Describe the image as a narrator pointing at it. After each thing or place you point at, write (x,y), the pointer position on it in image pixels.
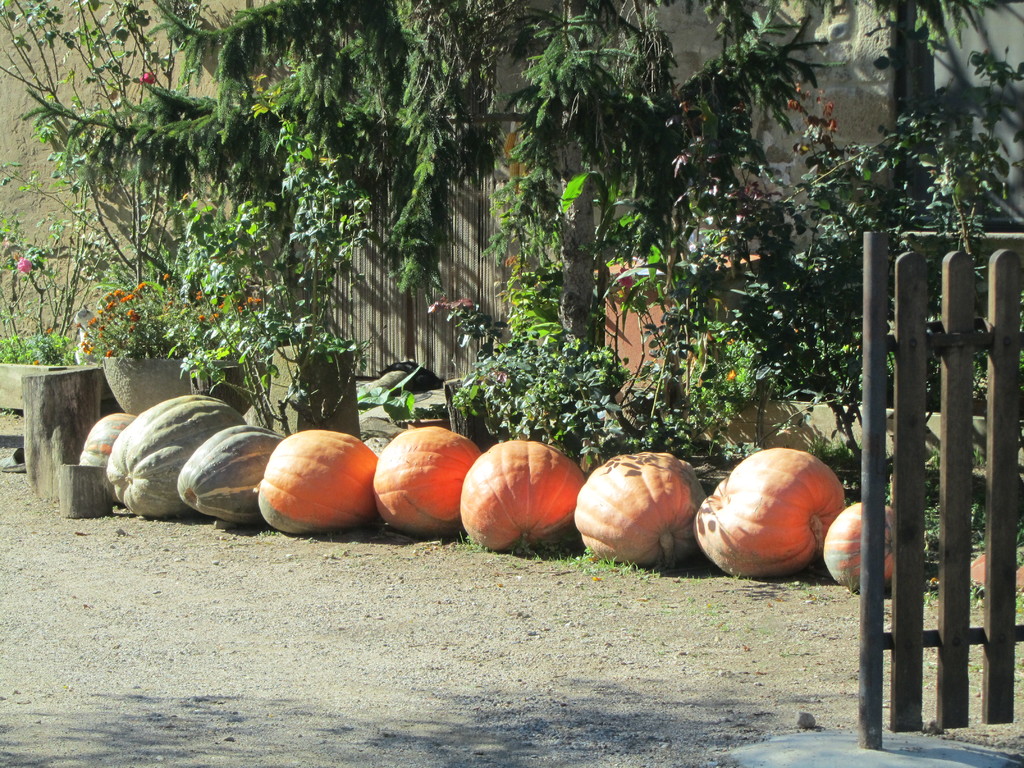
In the image we can see there are pumpkins (312,517) kept on the ground (263,762). Behind there are trees (206,170) and there are flowers (255,303) on the plants (212,309) kept in the pot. There is a wooden gate (965,500).
